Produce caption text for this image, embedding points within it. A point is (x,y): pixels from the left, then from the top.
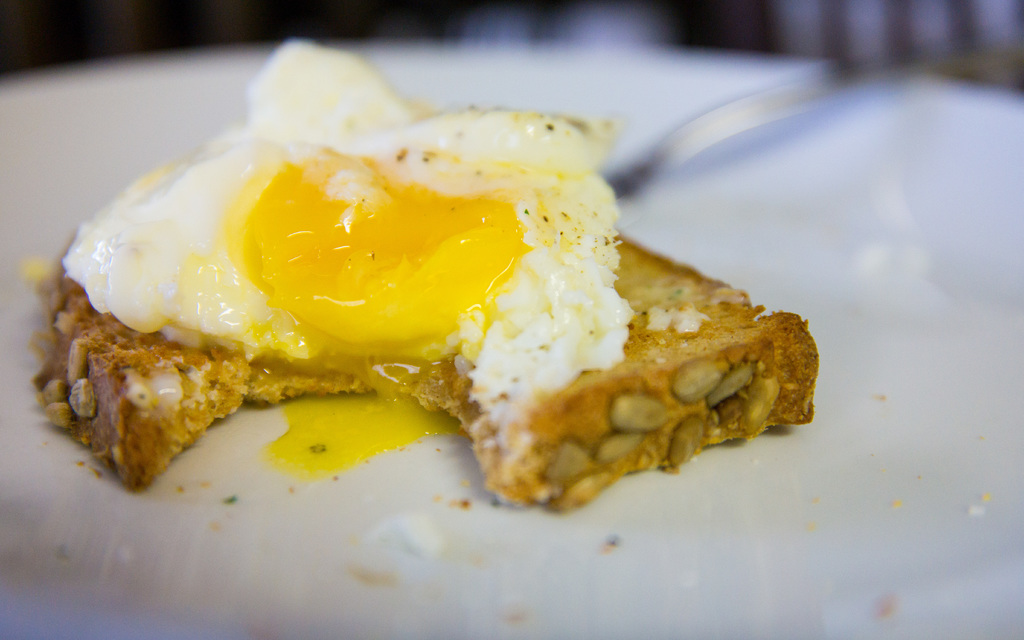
We can see food (342,452) on the white surface (427,510). In the background (812,26) it is blur.
